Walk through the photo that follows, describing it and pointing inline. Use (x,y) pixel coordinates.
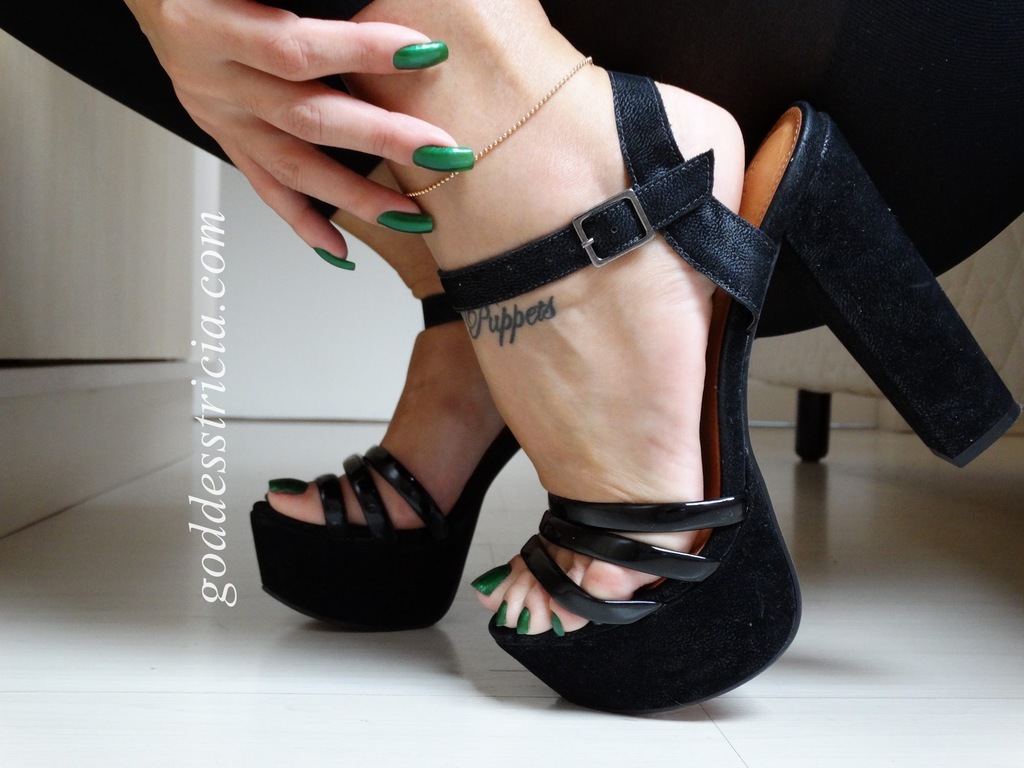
In this image we can see the legs (395,266) of a person (395,266) and a hand (356,190), also we can see some text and in the background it looks like the wall (377,273).
